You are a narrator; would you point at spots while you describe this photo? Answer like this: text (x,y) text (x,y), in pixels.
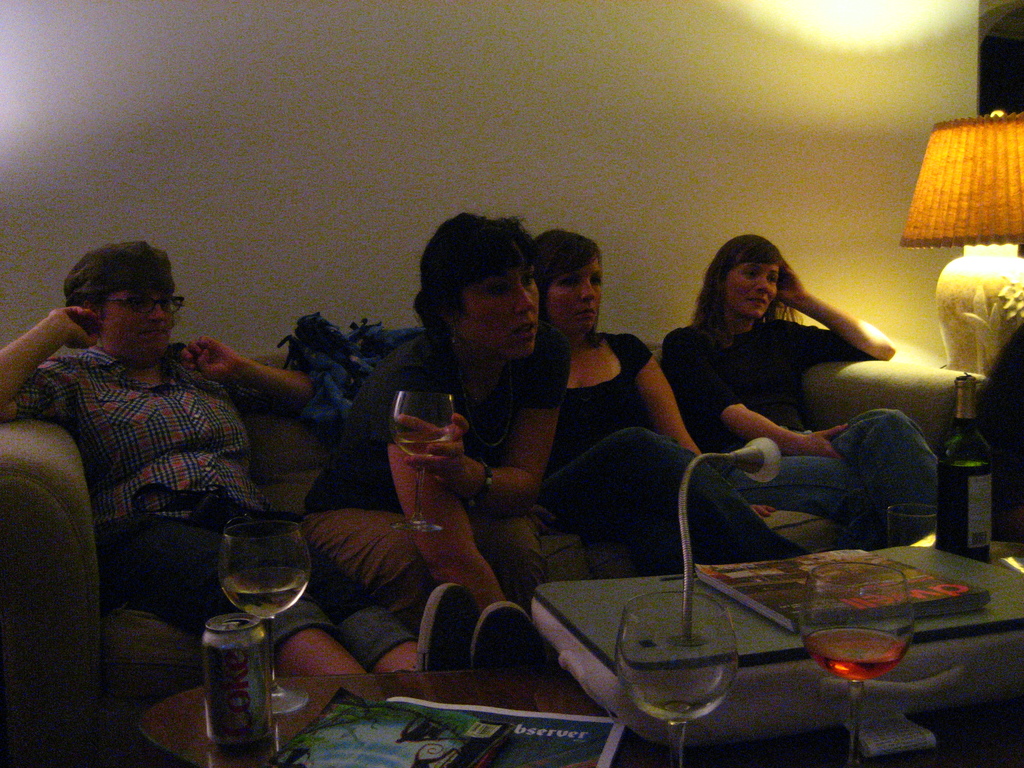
On the background (688,149) we can see wall (717,197). We can see persons (168,523) sitting on a sofa (9,429) side by side. This is a lamp (952,264). On the table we can see tin (257,668), drinking glasses (655,653), paper (618,733) and a book (932,600).
